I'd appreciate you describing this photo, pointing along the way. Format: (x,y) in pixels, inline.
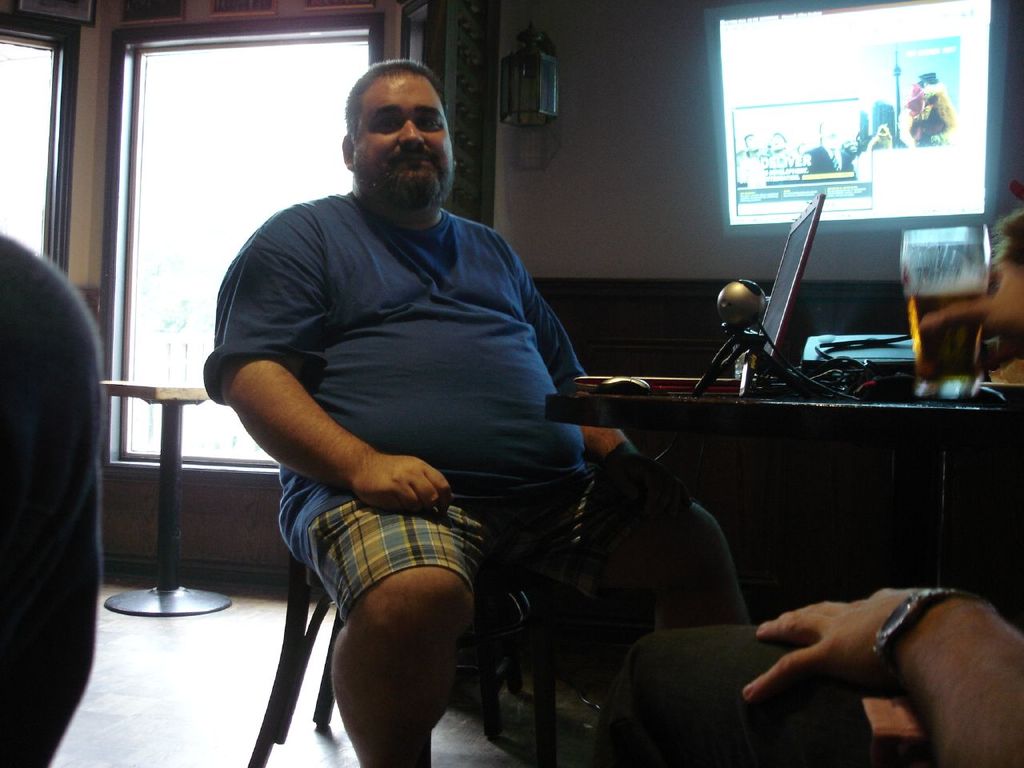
In the picture there is a man (333,431) sitting in front of the table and on the table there is a laptop (679,376), some wires (816,378) and other objects (825,343). In front of him there are two other people (61,541) and in the background (610,161) there is a wall (690,141) and in front of the wall (673,28) there is a screen (782,143) that is displaying something, on the left side (111,107) there is a window (158,336) and there is another table (170,462) in front of the window (156,437).
